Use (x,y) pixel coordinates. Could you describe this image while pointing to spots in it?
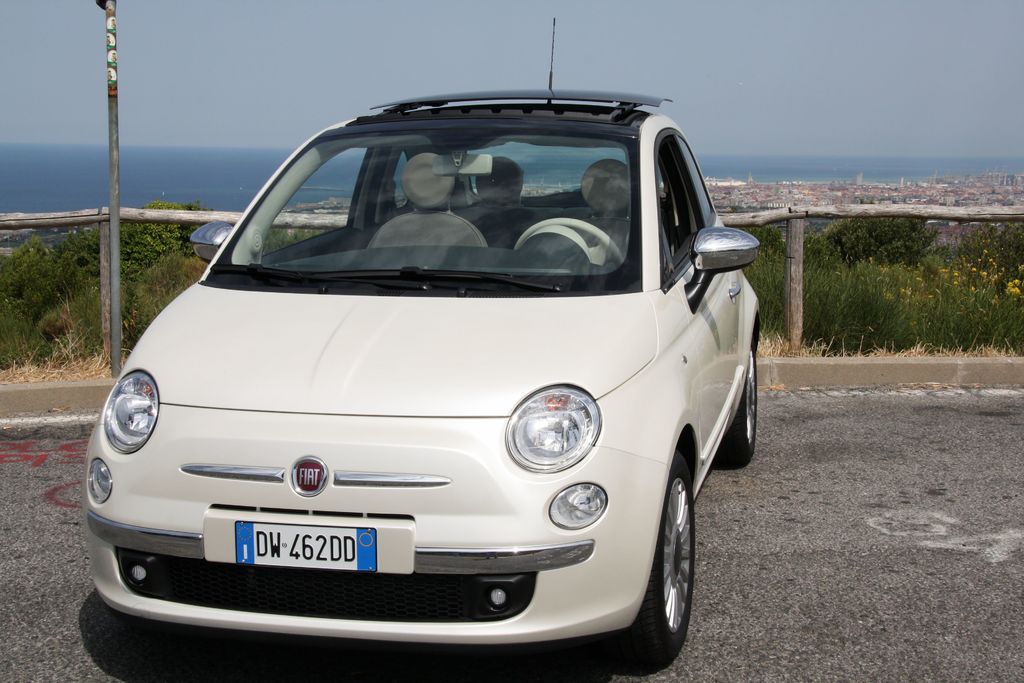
In this image I can see a white colour car (510,233) in the front (358,265). In the background (998,274) I can see number of trees (41,256), wooden railing (88,222), a pole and the sky (400,90).
